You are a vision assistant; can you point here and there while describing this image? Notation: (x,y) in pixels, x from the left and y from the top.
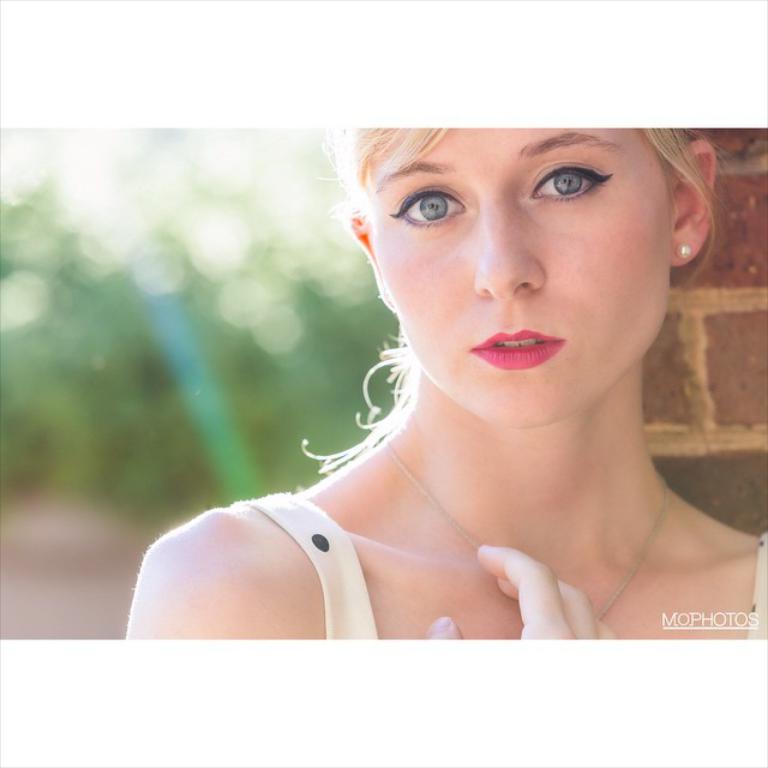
This is the woman (499,597). She wore a dress (359,587), necklace (413,476) and earrings (682,251). This looks like a wall (736,421). The background (143,397) looks blurry. I can see the watermark (701,626) on the image.
